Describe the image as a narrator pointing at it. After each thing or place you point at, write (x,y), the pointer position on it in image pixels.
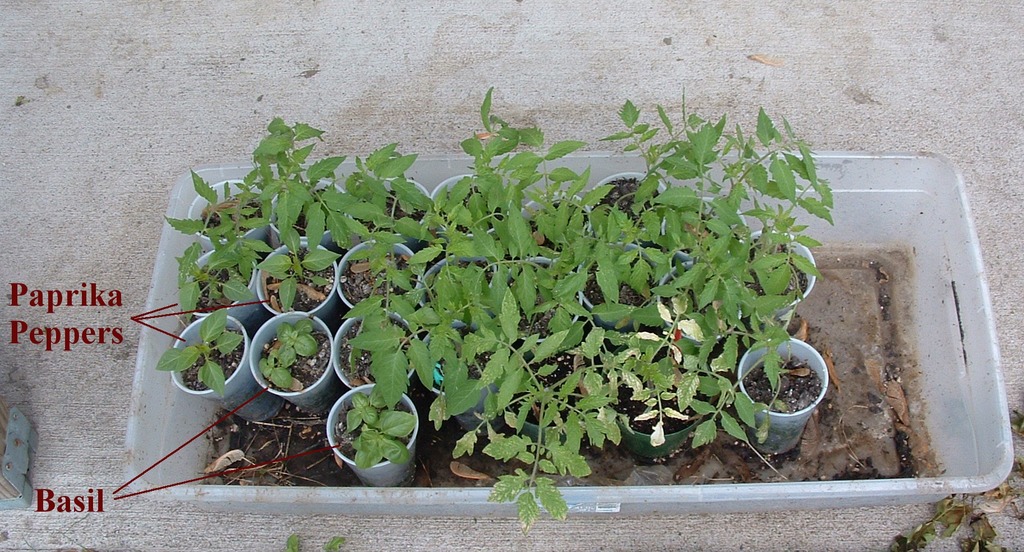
There is a box (736,486). Inside the box (838,483) there are pots (320,349) with plants (766,310). Also something is written on the image.
